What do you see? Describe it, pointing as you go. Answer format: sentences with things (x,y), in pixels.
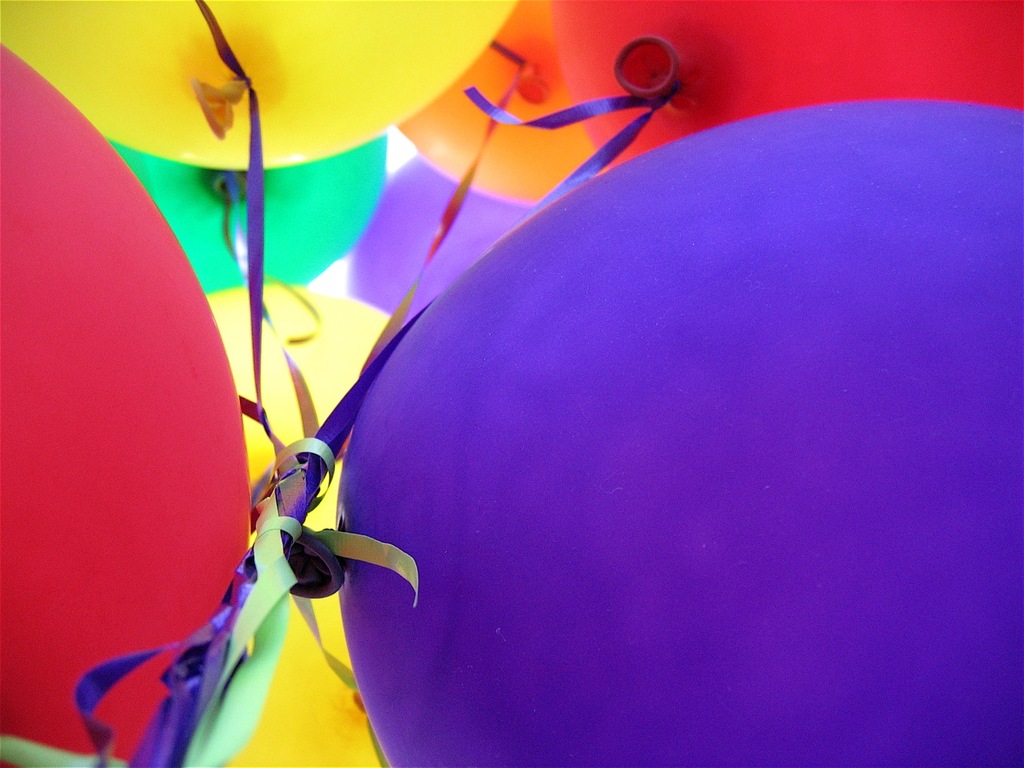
In this picture we can see different color of balloons (50,354) which are of red, yellow, green, orange and a blue one (747,331). We can also see these all balloons (374,108) are tied together.
